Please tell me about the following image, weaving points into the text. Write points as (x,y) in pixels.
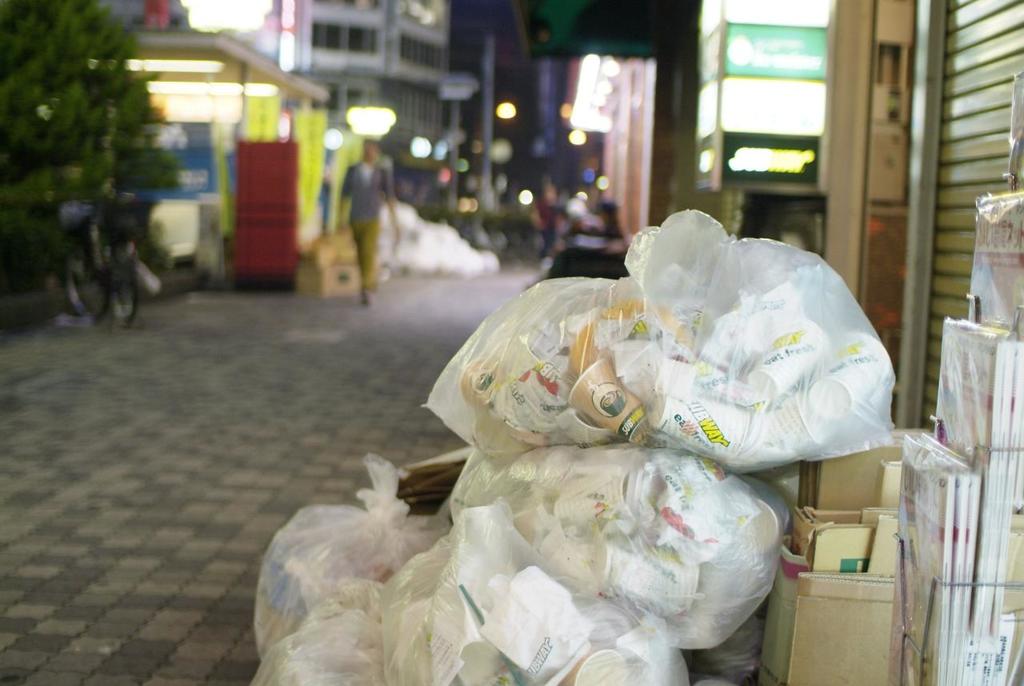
In this image, in the right corner (701,215), we can see some covers (651,356). In the cover (634,363), we can see few glasses (628,389), on the right side (1003,270), we can see some books (1005,514) on the shelf (935,662). On the right side (965,234), we can also see a shutter (994,178) and few boxes (840,602). On the left side (113,81), we can see some trees (101,186), bicycle (135,303). In the background (199,114), we can see a window (365,33), lights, hoardings (304,169), buildings (637,174) and a group of people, lights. At the top (531,77), we can see black color, at the bottom (261,497), we can see a floor (308,473).
